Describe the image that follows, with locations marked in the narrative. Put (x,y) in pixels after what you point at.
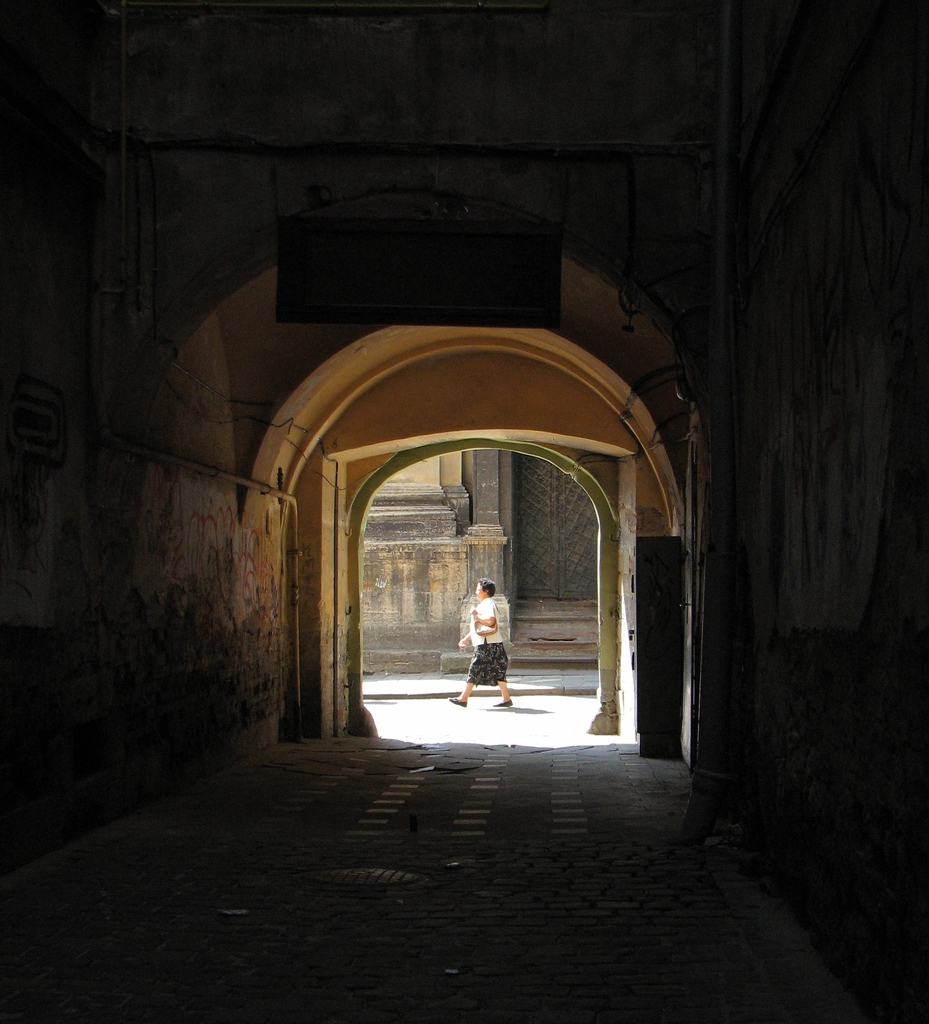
In the image we can see an arch (258,327) and the footpath (223,868). Here we can see a person (485,650) walking and wearing clothes (474,652).
